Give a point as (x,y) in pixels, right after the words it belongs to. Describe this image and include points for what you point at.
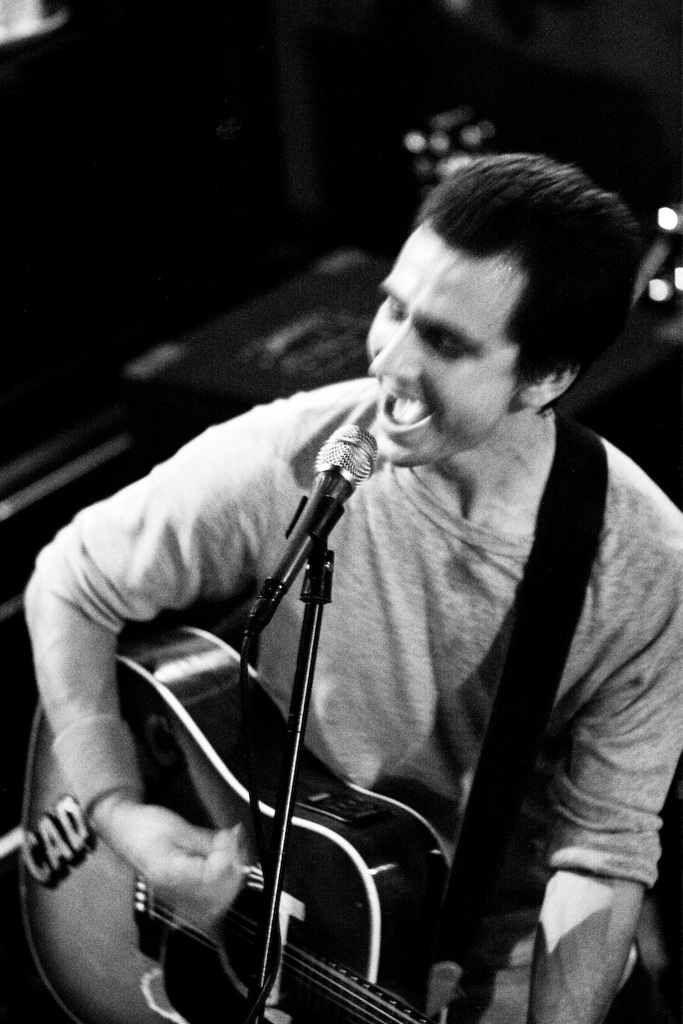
A person (403,788) holding a guitar (323,893) and playing and singing. In front of him there is a mic (337,507) and mic stand (308,631).
